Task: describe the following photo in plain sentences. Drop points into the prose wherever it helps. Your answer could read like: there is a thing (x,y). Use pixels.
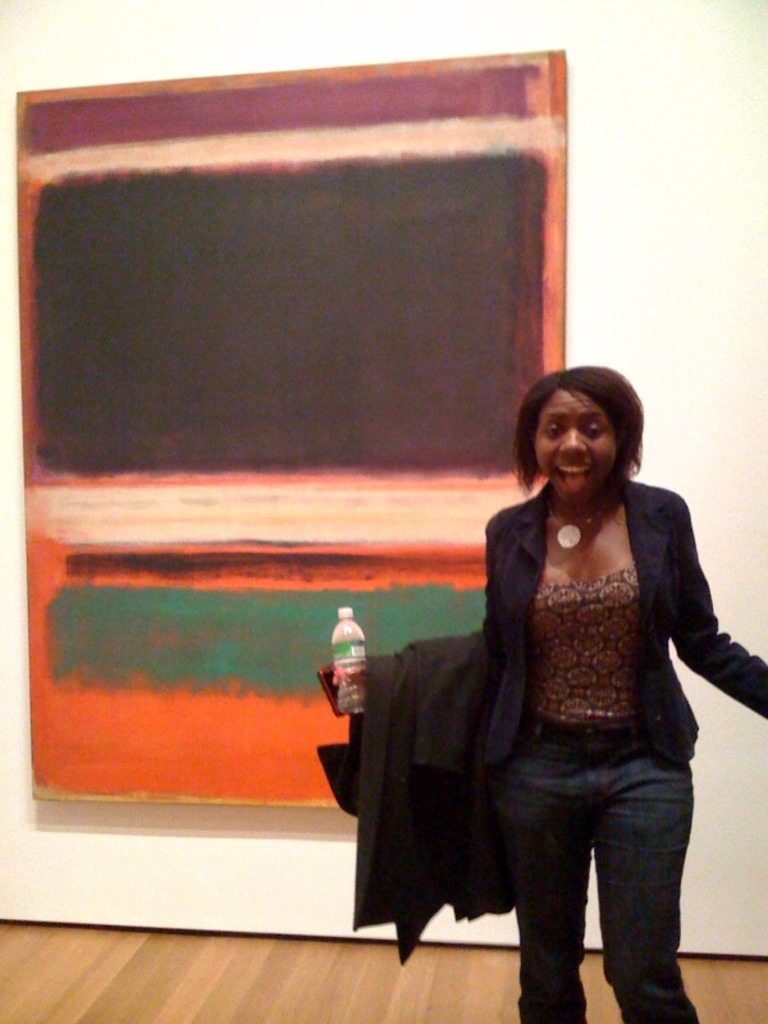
In this image i can see a woman (595,676) wearing a jacket (522,684) and a blue jeans (627,953) is standing and holding a water bottle (349,684) and mobile (330,698) in her hand (370,678). In the background (685,233) i can see the wall (685,233) and a huge board (353,378).
